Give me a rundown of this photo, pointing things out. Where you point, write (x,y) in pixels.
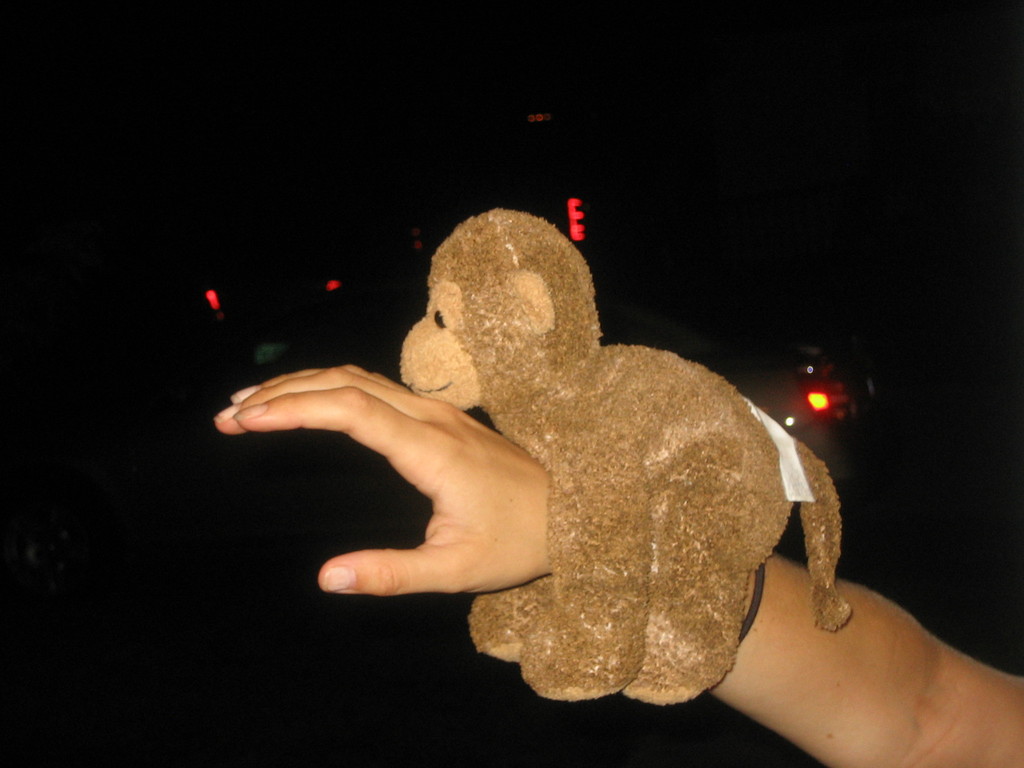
In the picture I can see a person's hand (774,628) where we can see a monkey toy (624,530) placed here. The background of the image is dark, where we can see some lights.
